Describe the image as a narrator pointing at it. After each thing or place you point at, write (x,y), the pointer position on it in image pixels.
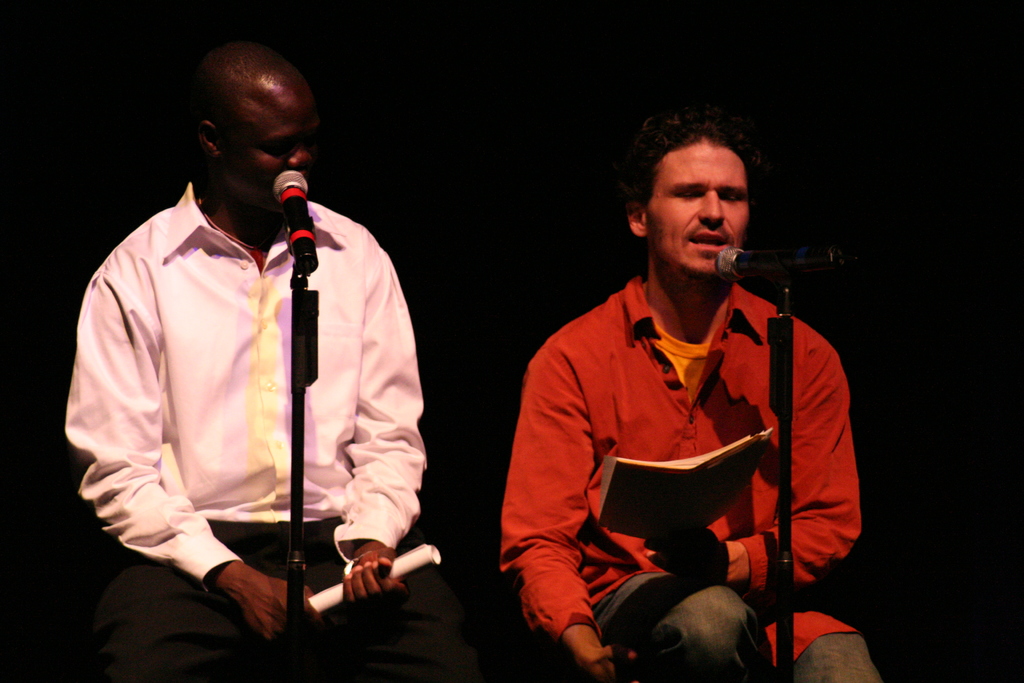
These two persons (203,210) are sitting and singing, this person (711,397) holding book (625,459) and this person (334,529) holding paper (391,557). There are microphone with stands (787,452).
